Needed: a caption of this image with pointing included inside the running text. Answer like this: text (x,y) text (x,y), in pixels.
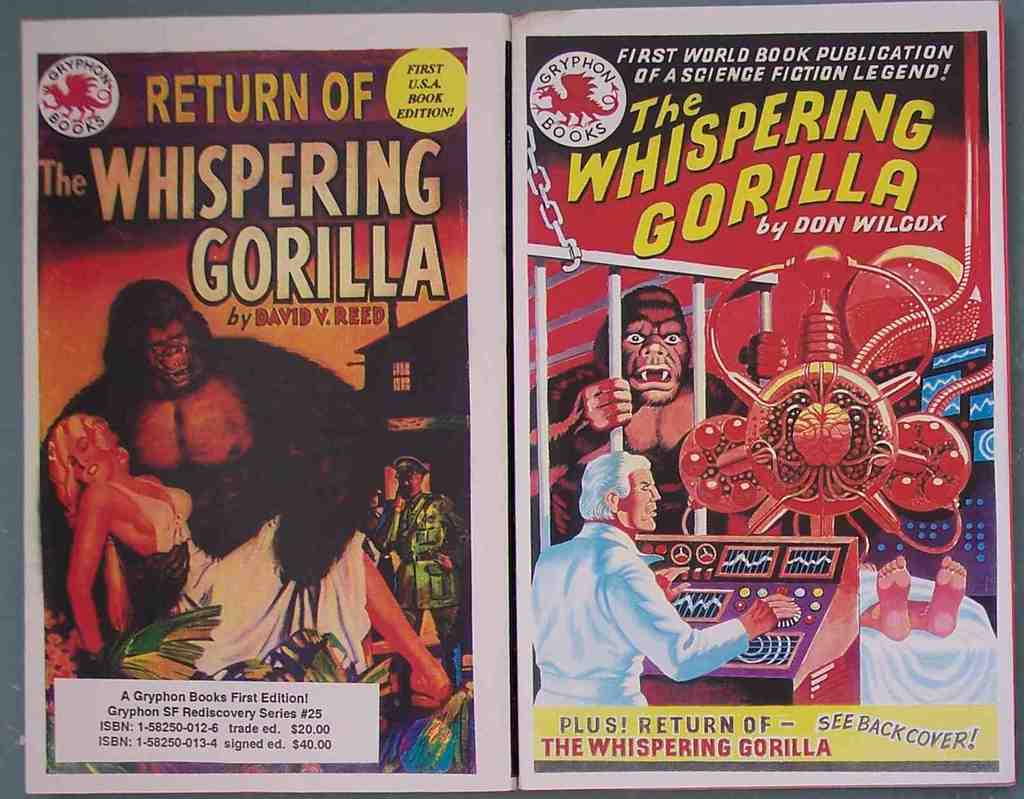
As we can see in the image there are banners (249,277). On banners (343,554) there are few people (236,605), gorillas (285,456) and there is something written.
